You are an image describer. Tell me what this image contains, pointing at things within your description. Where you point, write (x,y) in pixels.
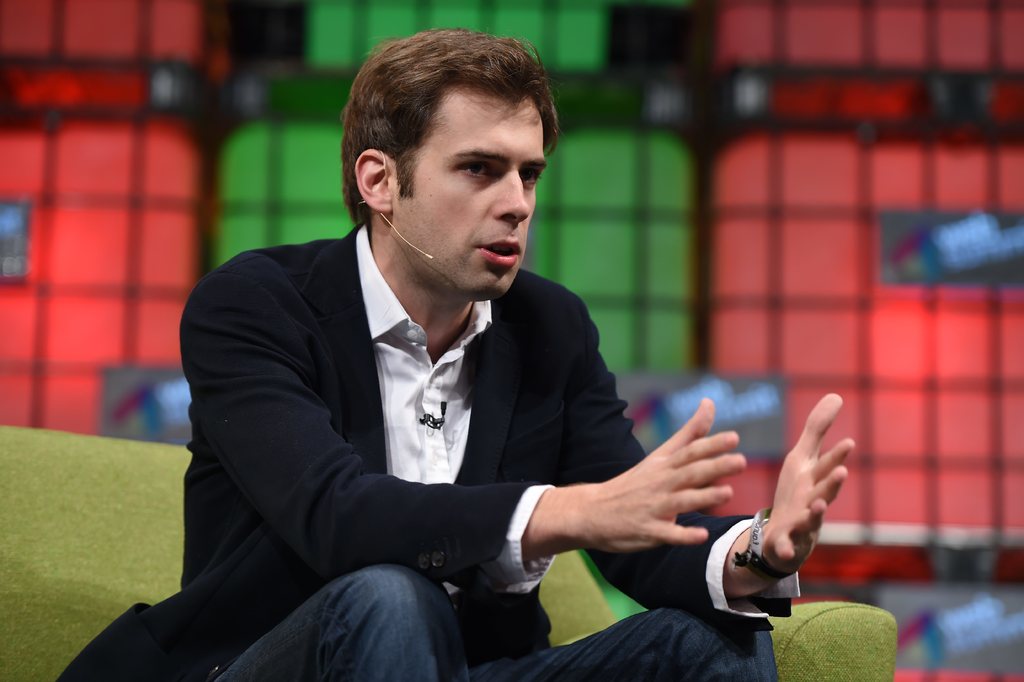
In this image, we can see a person (528,418) sitting on a couch (847,640) and the background (140,379) is blurred.
